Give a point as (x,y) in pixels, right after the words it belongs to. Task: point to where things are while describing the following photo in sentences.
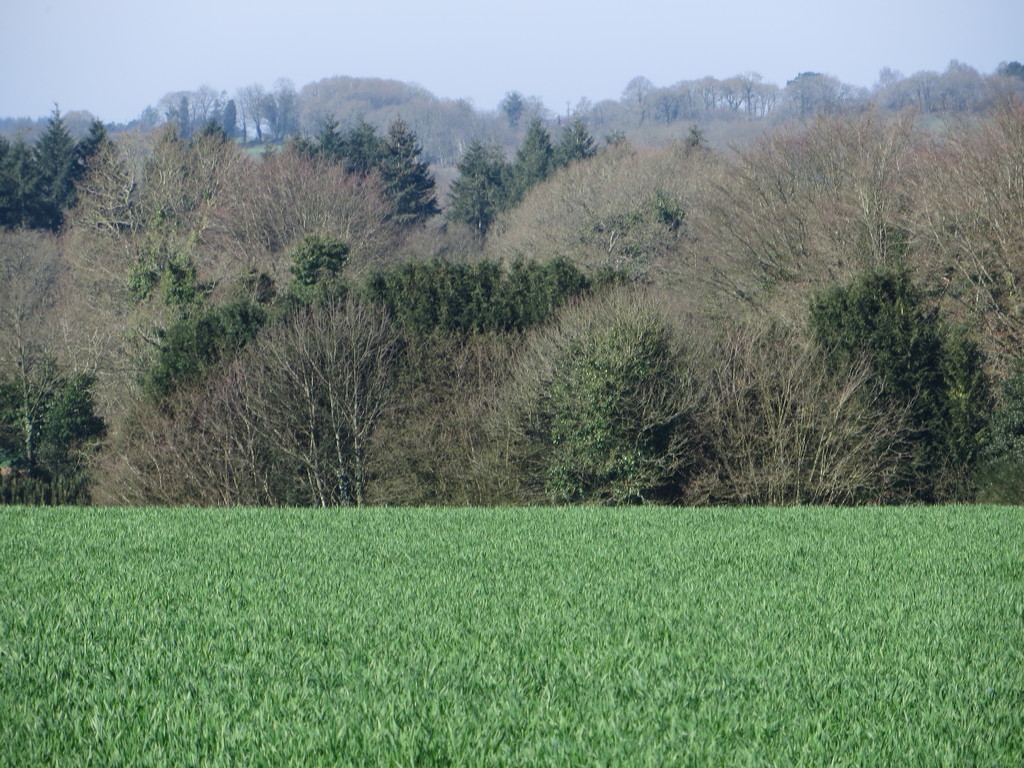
In this picture I can see the grass (317,514) in front (429,599) and in the background (274,293) I can see number of trees (461,213). On the top of this picture (272,63) I can see the sky (629,32).
